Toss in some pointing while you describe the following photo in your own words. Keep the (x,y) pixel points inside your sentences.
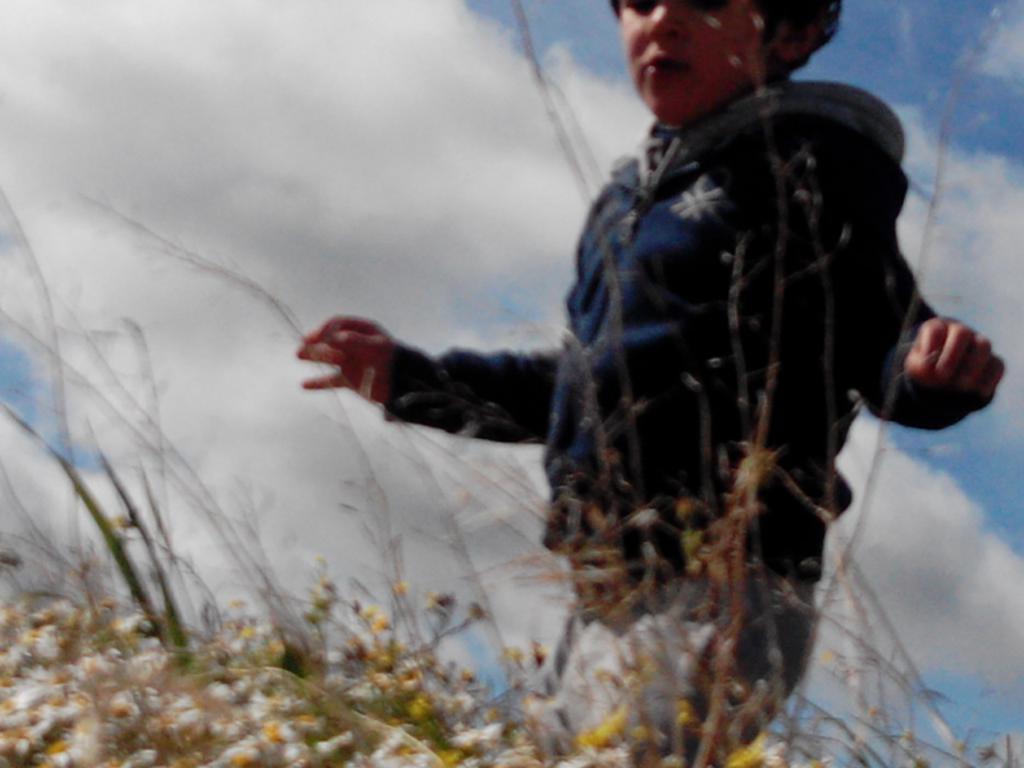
In this image I can see the person (863,301) standing and the person (684,611) is wearing navy blue color jacket (662,371) and I can see few flowers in yellow color. In the background (513,105) the sky (513,105) is in white and blue color.
